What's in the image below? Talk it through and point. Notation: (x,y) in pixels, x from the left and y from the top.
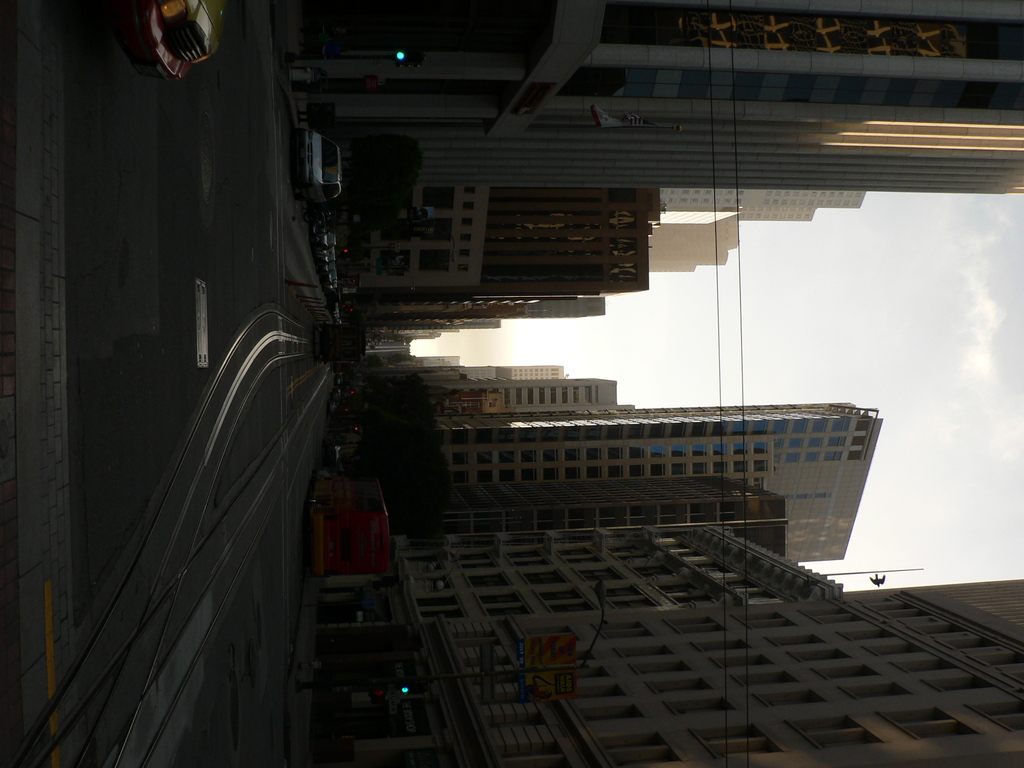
In this image there is a road (215,219). There is sky (800,283) at the top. There are buildings (494,401), trees (426,519) and vehicles (323,502).
